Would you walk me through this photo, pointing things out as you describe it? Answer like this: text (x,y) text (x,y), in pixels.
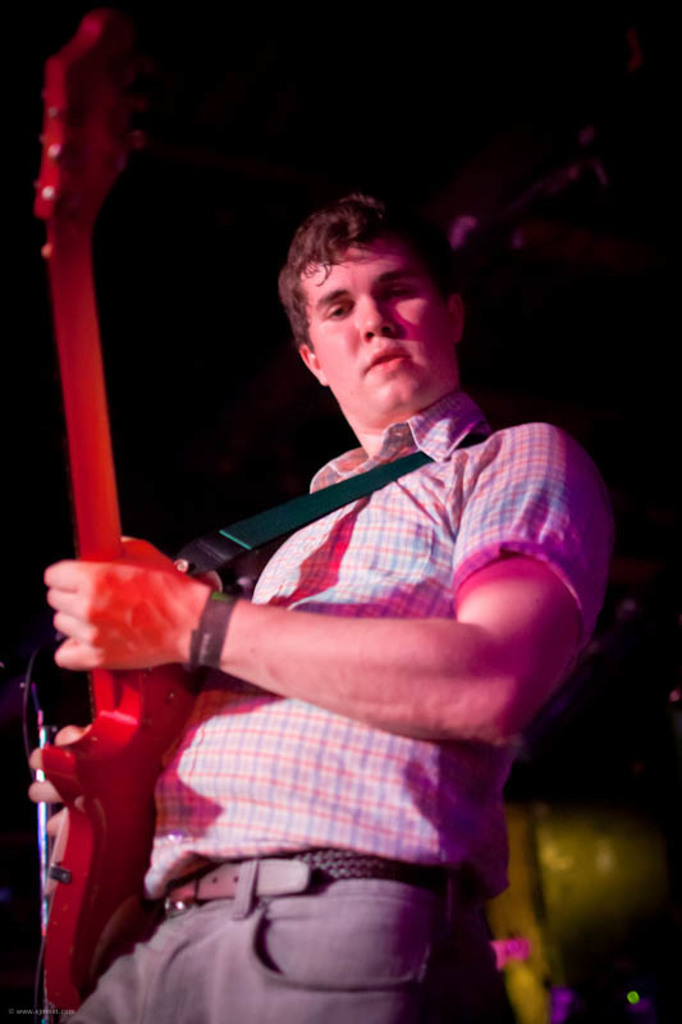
a person (408,612) is playing guitar (108,761).
